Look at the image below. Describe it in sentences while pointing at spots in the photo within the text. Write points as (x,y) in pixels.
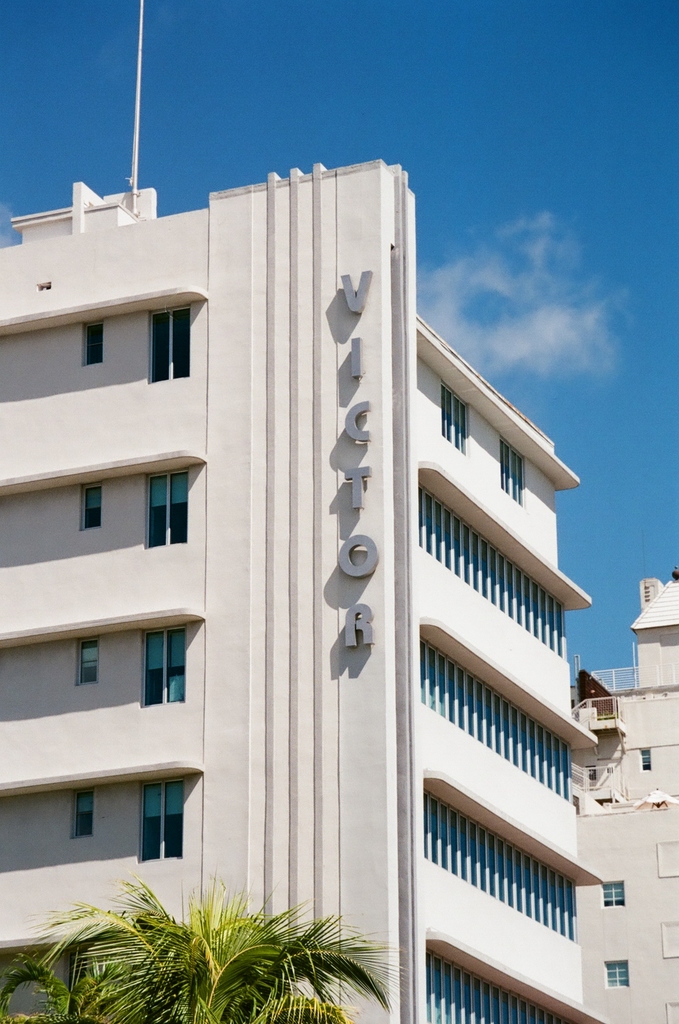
At the bottom of the picture (136,993), we see a tree (157,985). Behind that, we see a building (274,641) in white color with text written as "VICTOR". On the right side (605,808), we see a building (657,858) in white color. At the top (488,147), we see the sky (299,104), which is blue in color.
